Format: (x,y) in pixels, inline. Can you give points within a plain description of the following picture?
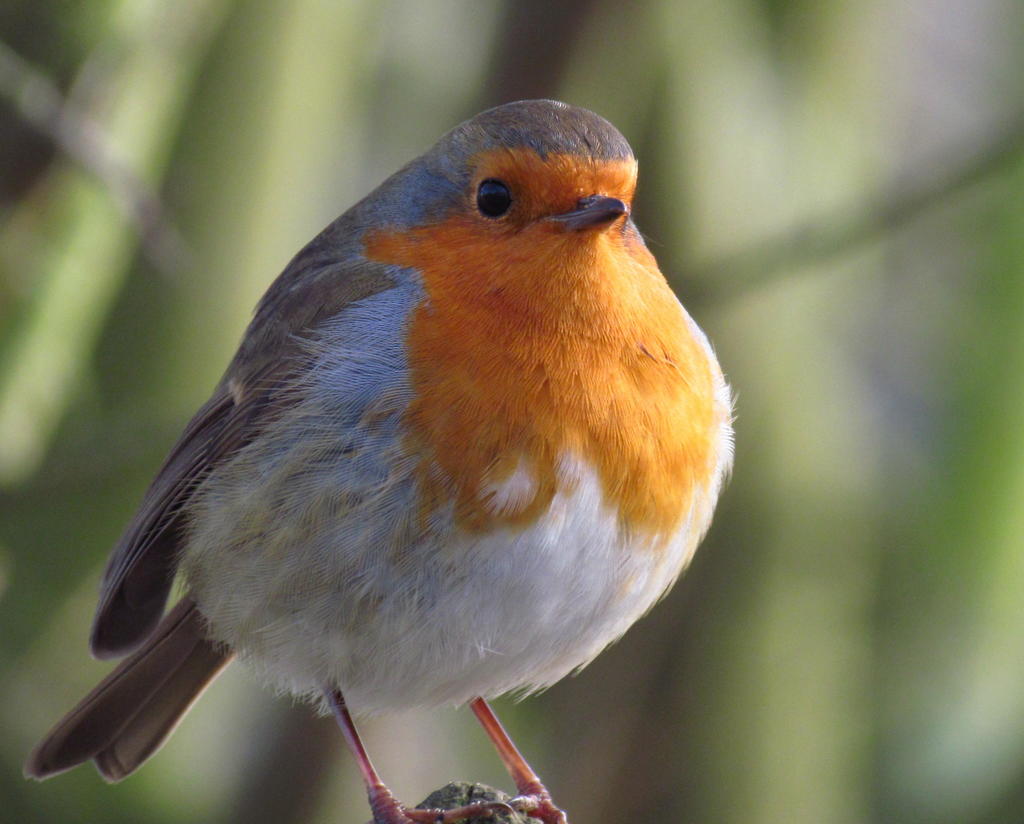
In this image in the front (470,556) there is a bird (425,583) and the background (875,403) is blurry.
